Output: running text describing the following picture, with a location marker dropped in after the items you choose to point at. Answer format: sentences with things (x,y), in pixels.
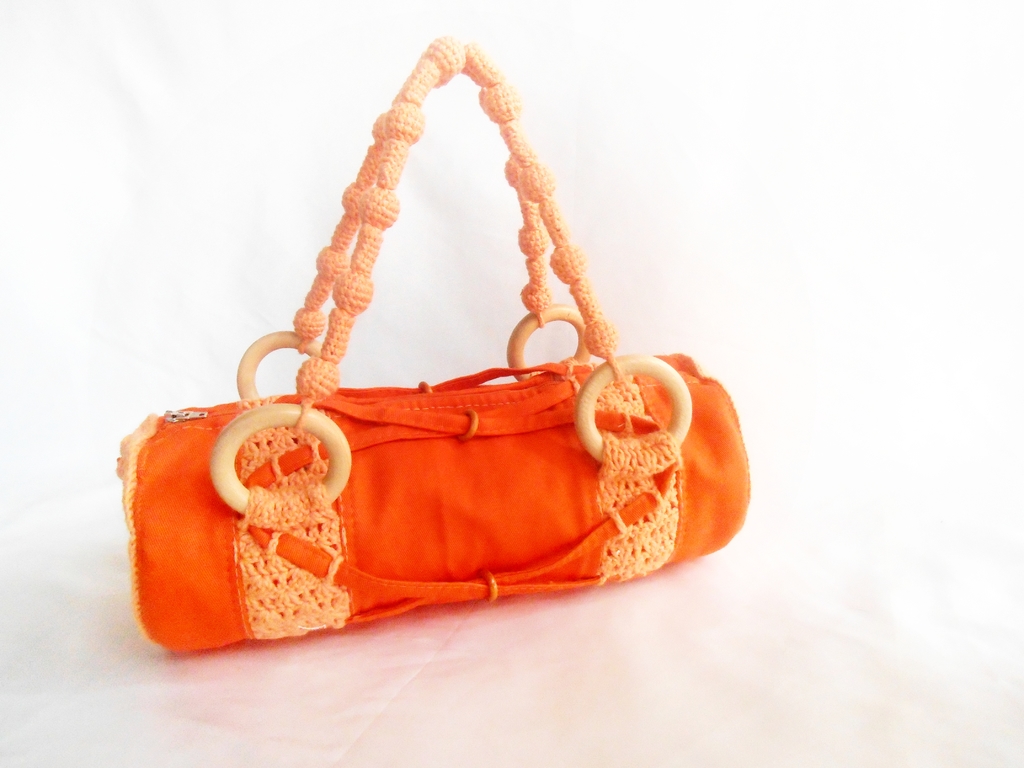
This is the picture of hand bag (377,602) which is orange in color and the holder (323,300) is in light color which has some wooden rings (338,490).
